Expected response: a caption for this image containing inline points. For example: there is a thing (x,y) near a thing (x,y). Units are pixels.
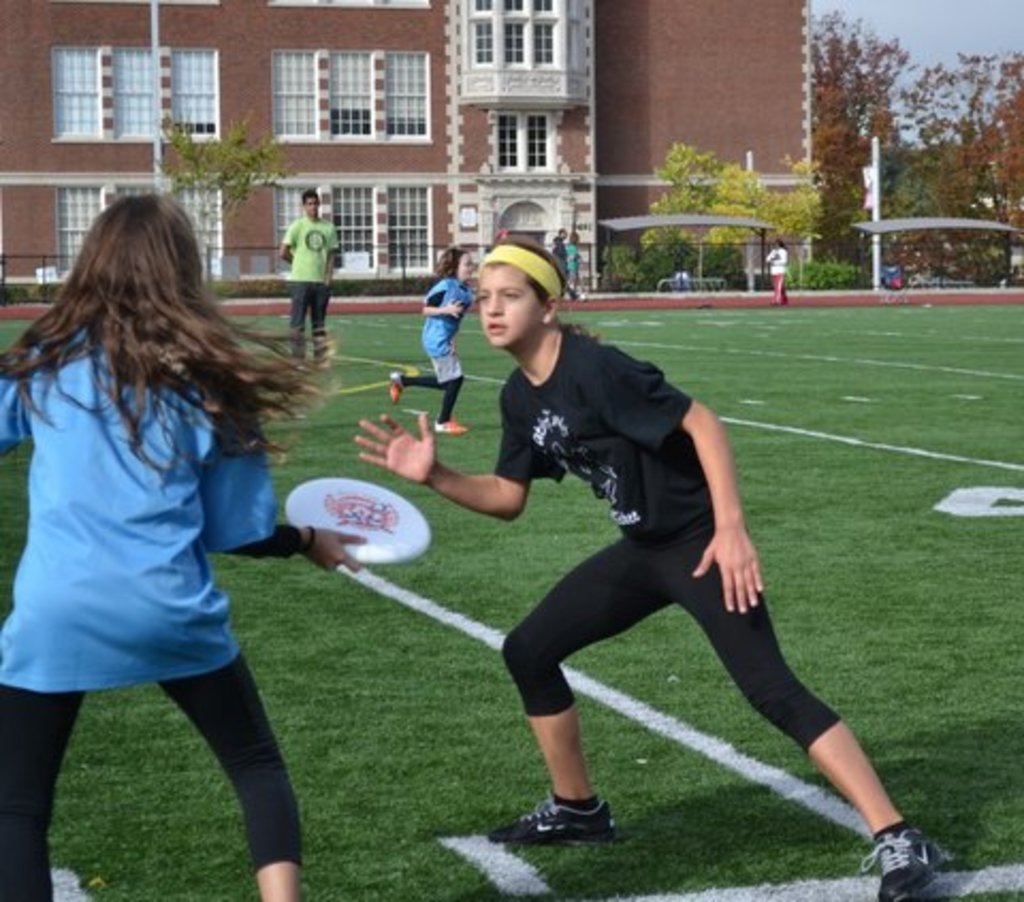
In this picture we can see a girl (132,560) is holding a frisbee (312,485). In front of the girl (83,524), two persons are playing and other people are standing on the ground (465,571). Behind the people (573,290), there are boards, poles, fence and a building (481,104). At the top right corner of the image (978,25), there is the sky (933,31).
